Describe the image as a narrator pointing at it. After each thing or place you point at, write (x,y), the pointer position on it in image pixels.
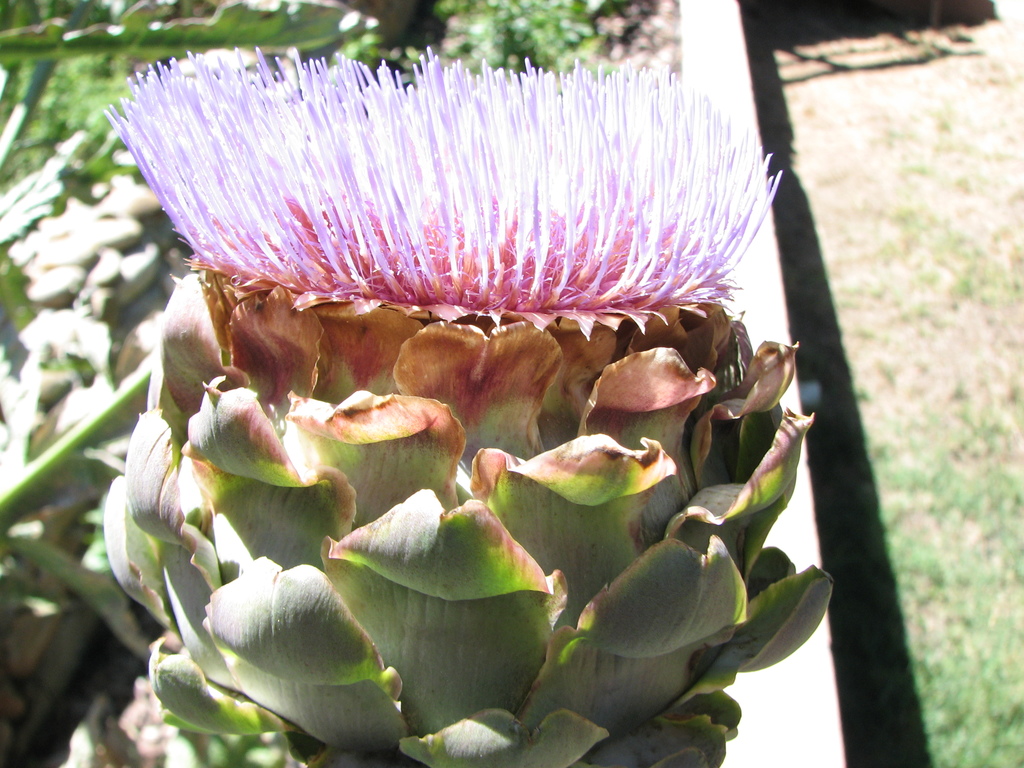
This picture is taken from outside of the city and it is sunny. In this image, in the middle (423,322), we can see a flower (423,268). In the background (1,222), we can see some plants (1,222). On the right side (812,698), we can see a wall (827,727) and a grass (1004,257).
